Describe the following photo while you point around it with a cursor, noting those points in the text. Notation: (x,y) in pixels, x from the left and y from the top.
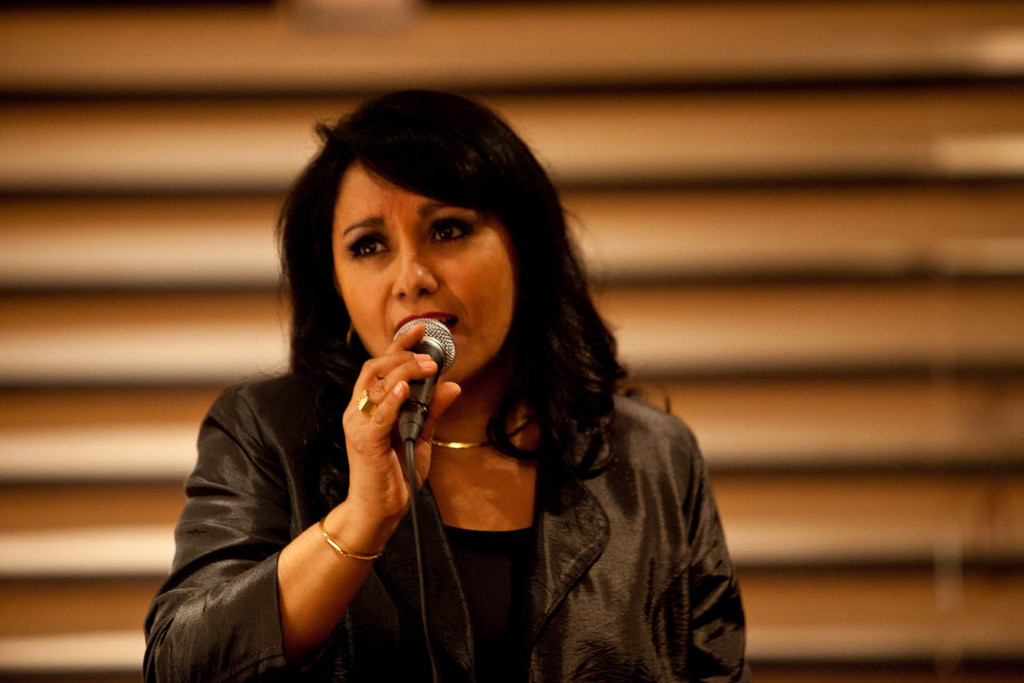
In this image in the center (397,233) there is one woman (368,352) standing, and she is holding a mike (446,342) and it seems that she is singing. And in the background (129,629) there might be a window (204,154).
